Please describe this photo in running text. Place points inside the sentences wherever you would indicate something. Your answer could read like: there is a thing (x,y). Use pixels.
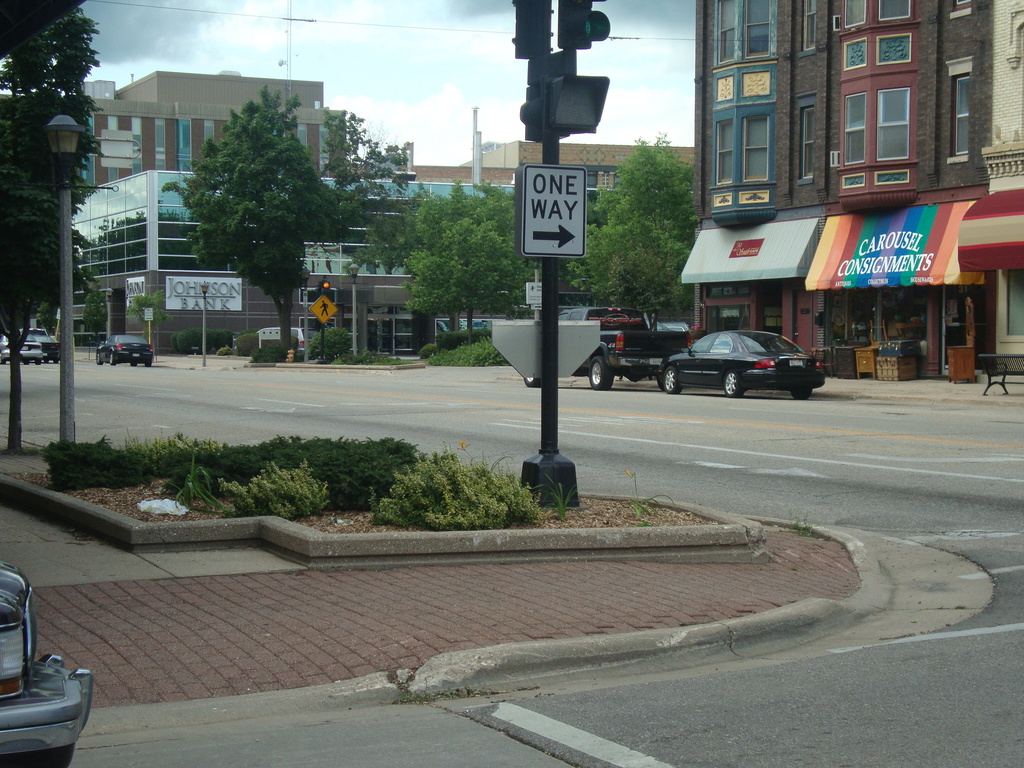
In this picture I can see buildings (142,137), few trees (350,159) and few pole lights (65,340) and I can see a pole (562,59) with traffic signal lights (566,75) and a board (571,242) with some text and I can see few cars (31,344) on the road (574,407) and I can see plants (312,515) and few boards (938,241) on the buildings (983,313) with some text (133,287) and I can see blue cloudy sky (408,87).
